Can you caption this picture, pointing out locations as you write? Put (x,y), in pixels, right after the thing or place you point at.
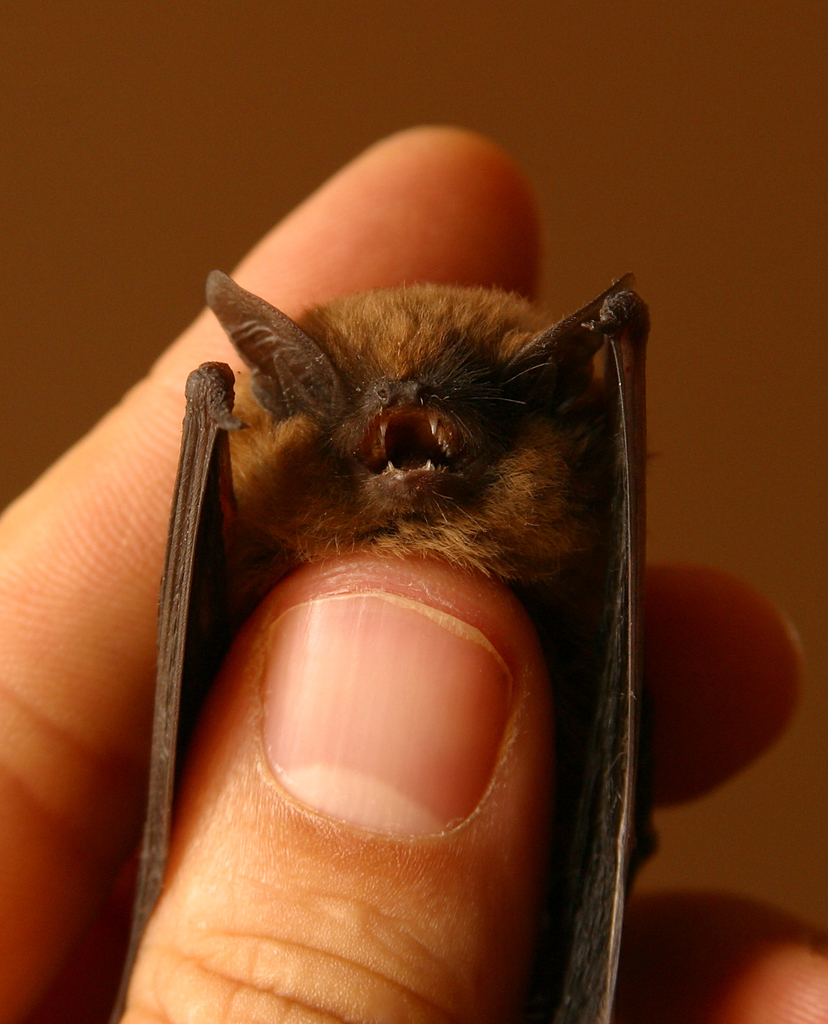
In this picture we can see the person's hand (354,1000) who is holding a black bat (403,537). At the top (546,35) there is a wall (546,35).
